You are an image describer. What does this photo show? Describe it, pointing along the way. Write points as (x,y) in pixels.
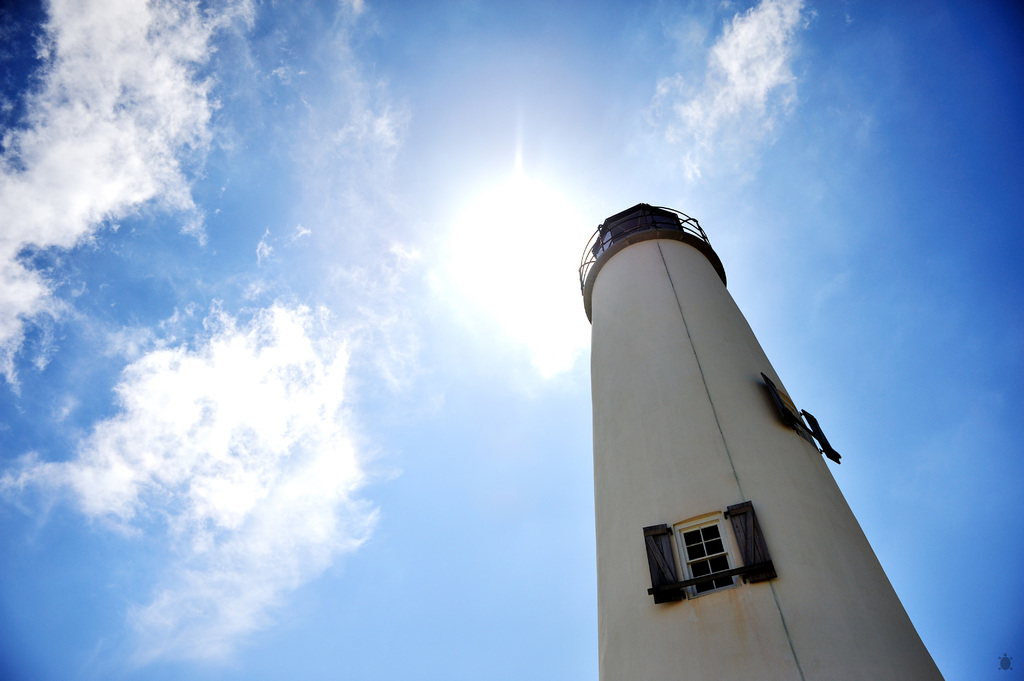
In front of the picture, we see a tower (754,389) in white color. We see the windows (718,588). In the background (475,451), we see the clouds (297,313), the sun (482,286) and the sky (424,468), which is blue in color.
